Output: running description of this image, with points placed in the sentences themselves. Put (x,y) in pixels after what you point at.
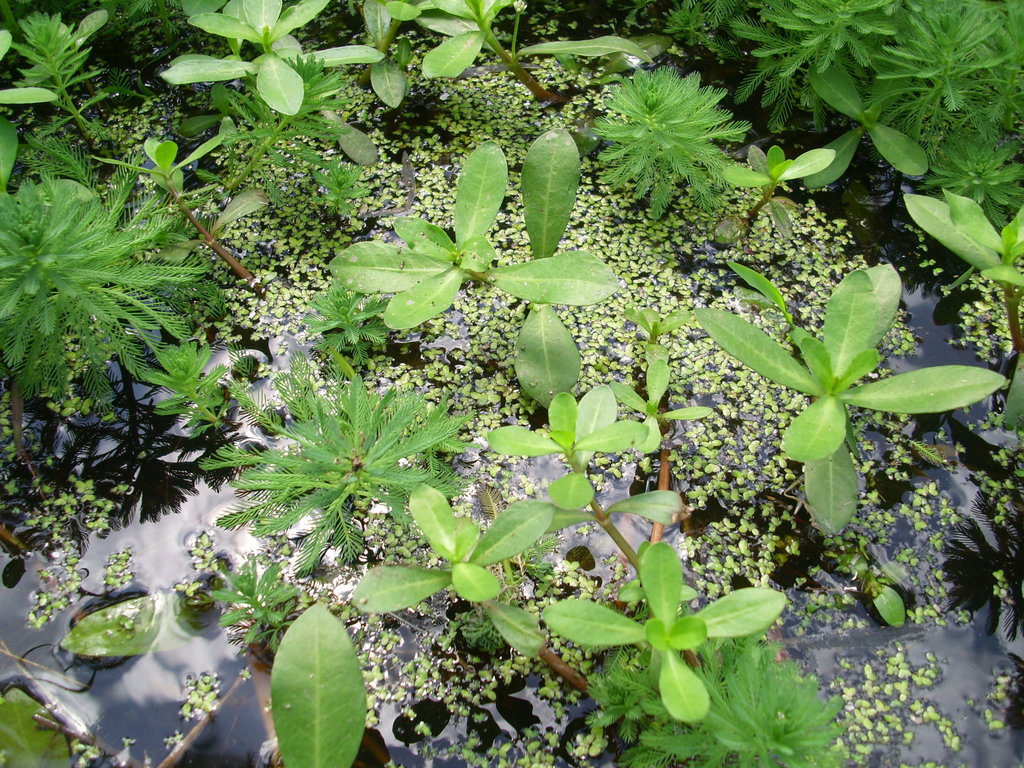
In this picture we can see some small green plants (545,584) in the pond water (517,682).
